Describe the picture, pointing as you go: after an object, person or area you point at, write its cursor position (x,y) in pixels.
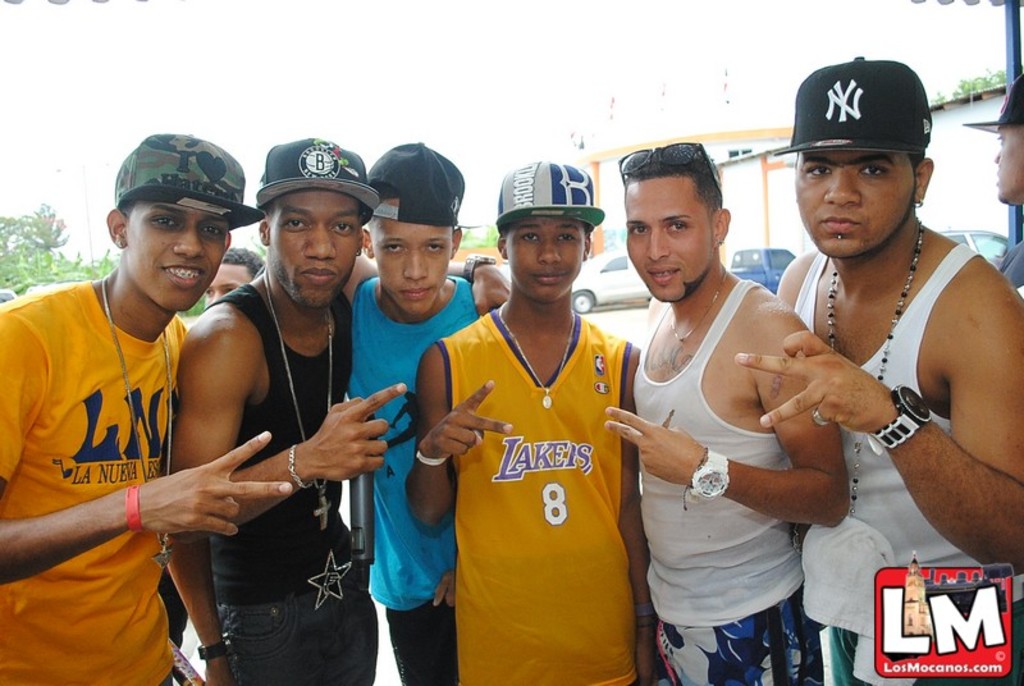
In this image I can see few persons (534,422) wearing caps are standing. In the background (21,228) I can see few trees (49,256), few vehicles (611,274) on the ground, few buildings (727,196) and the sky (332,95).
